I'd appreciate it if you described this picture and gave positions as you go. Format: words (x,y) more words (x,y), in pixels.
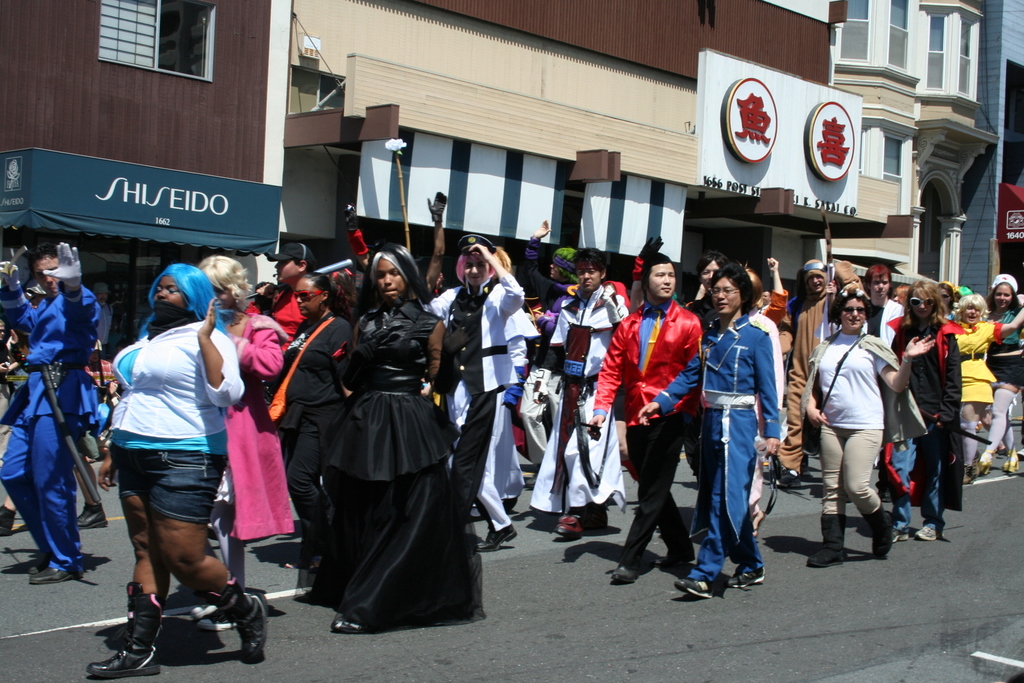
In this image we can see people (538,451) walking on the road (847,510), buildings (796,206) and name boards (839,157).
